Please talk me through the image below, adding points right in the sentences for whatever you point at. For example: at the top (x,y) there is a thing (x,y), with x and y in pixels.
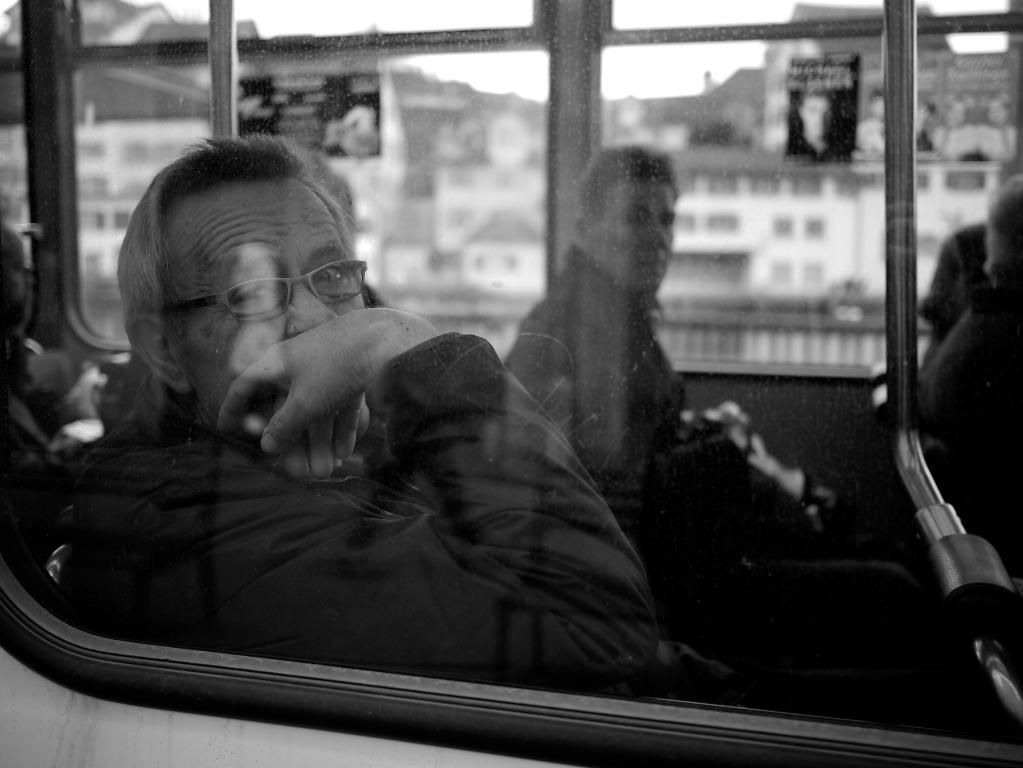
In the given image we can see black and white picture. In it we can see a vehicle (696,371) and in the vehicle (145,62) there are people (537,463) sitting, wearing clothes (639,485) and here we can see a man (234,451) on the left side of the image (237,400) wearing spectacles (256,300). Here we can see the building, posters (312,107) and the sky (669,70).
